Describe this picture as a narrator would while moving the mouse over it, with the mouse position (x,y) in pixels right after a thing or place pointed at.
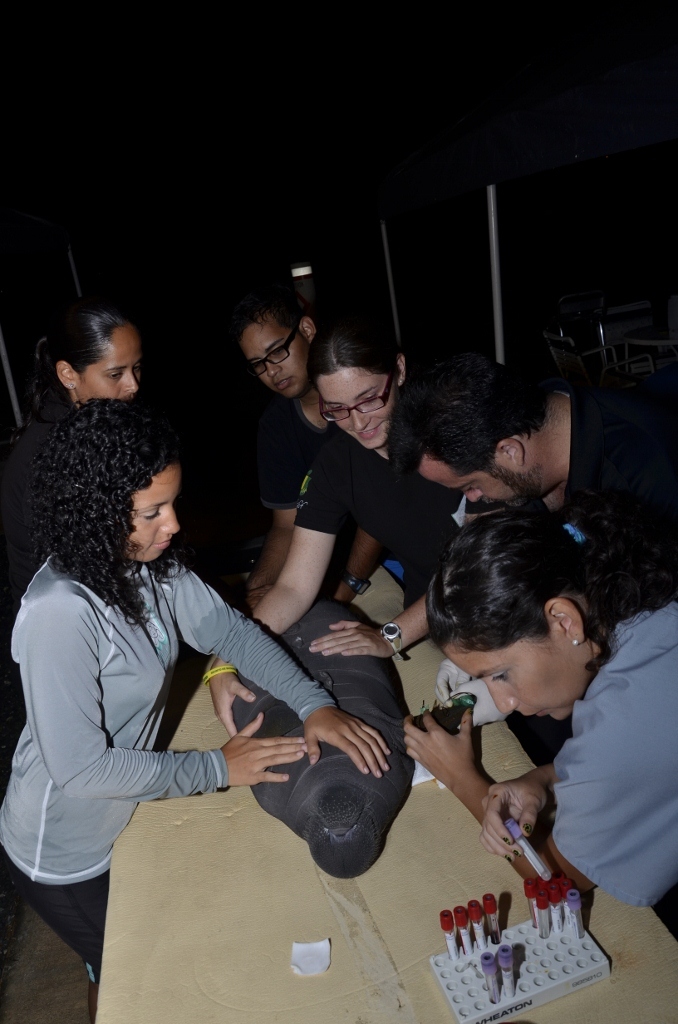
In this image I can see the group of people (266,584) standing with something (343,794) on the table (508,916).
